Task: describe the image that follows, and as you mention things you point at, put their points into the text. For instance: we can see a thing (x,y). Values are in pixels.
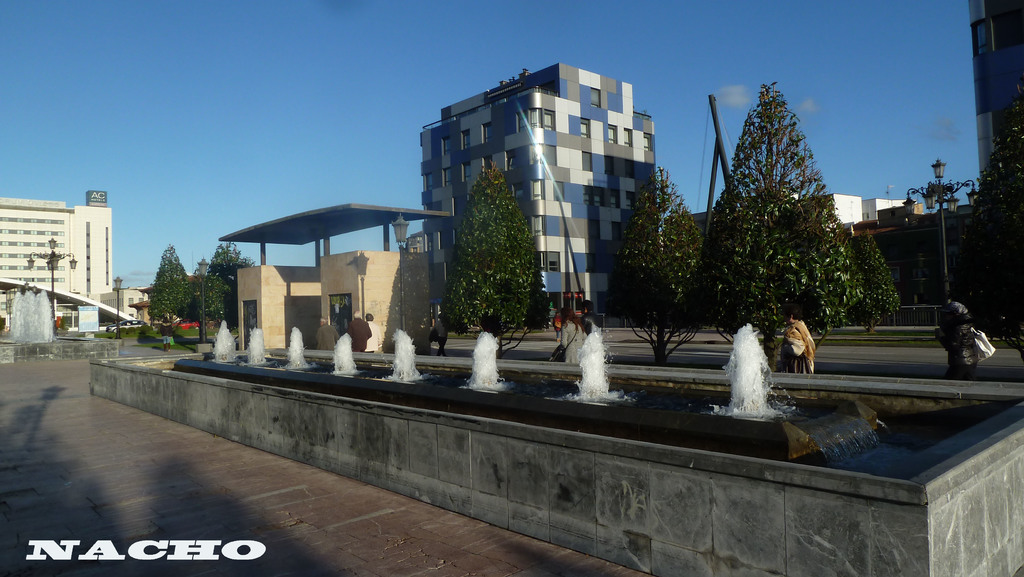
In this image I can see waterfalls (838,443), background (818,321) I can see group of people (785,321) walking, trees (455,292) in green color, buildings (306,266) in cream, blue and white color, and sky (249,63) is in blue color.
